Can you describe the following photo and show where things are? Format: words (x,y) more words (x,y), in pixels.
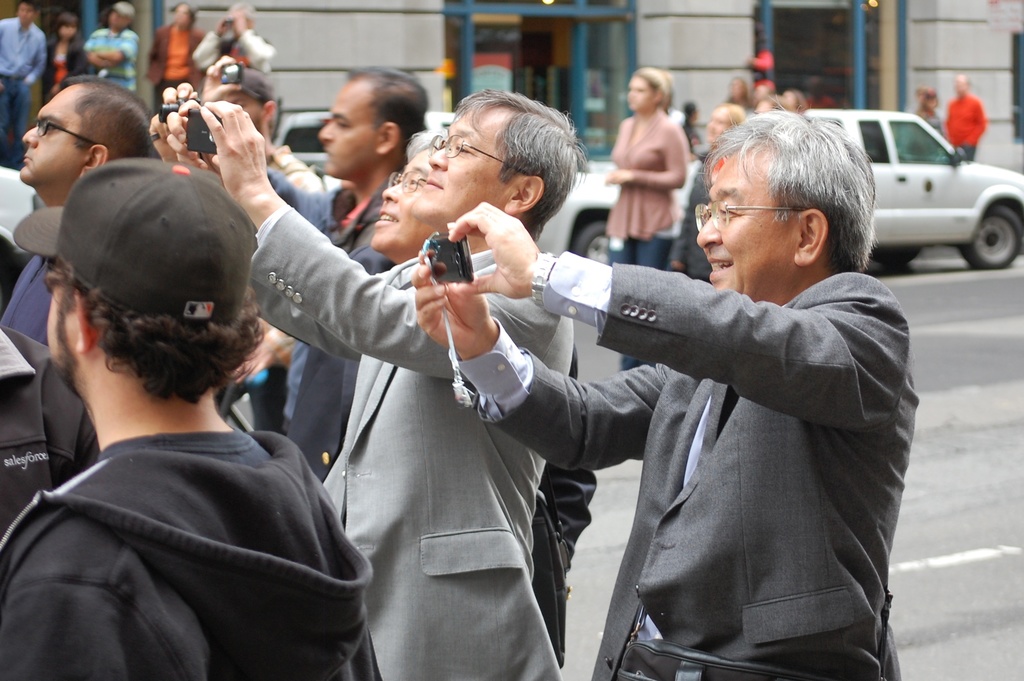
In this image in the front (531,406) there are persons (295,264) standing and holding cameras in their hands (488,285) and smiling. On the left side (114,573) there are persons (45,311) standing. In the background (694,113) there are vehicles (29,193), persons (69,61) and there is a building (486,69) and there are doors (502,73).
